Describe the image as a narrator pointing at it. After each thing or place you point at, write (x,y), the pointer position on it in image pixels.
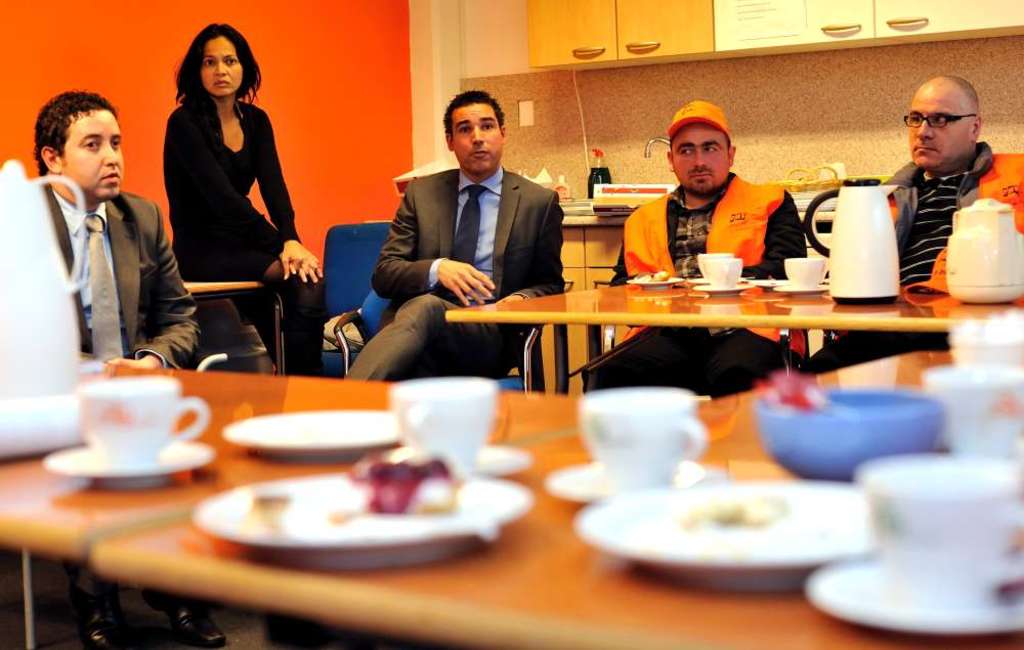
Four men (456,221) are sitting on chairs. And a lady (234,213) is sitting on the table (234,286). There are some tables (507,424) in this room (547,278). There are jug (847,255), cup (809,270) and saucers (769,283), and bowls (840,433), plates (479,498) on the table (209,478). And in the background (365,78) it is orange wall (371,93). There are cupboards (644,38) in the wall (599,71). There is a tap (655,139) and bottle (599,175) in the background table (587,219).
